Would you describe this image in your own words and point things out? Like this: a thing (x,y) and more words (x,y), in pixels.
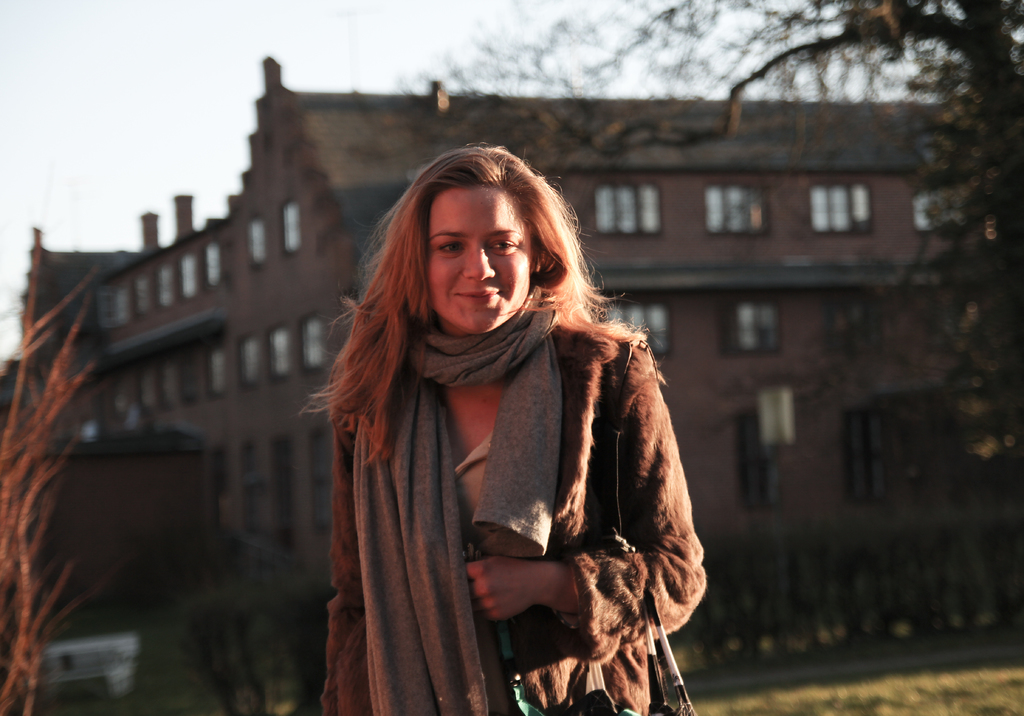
In this picture I can see a person (499,392) with a smile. I can see trees (970,207) on the right side (980,198). I can see the building (304,277) in the background (267,70).
